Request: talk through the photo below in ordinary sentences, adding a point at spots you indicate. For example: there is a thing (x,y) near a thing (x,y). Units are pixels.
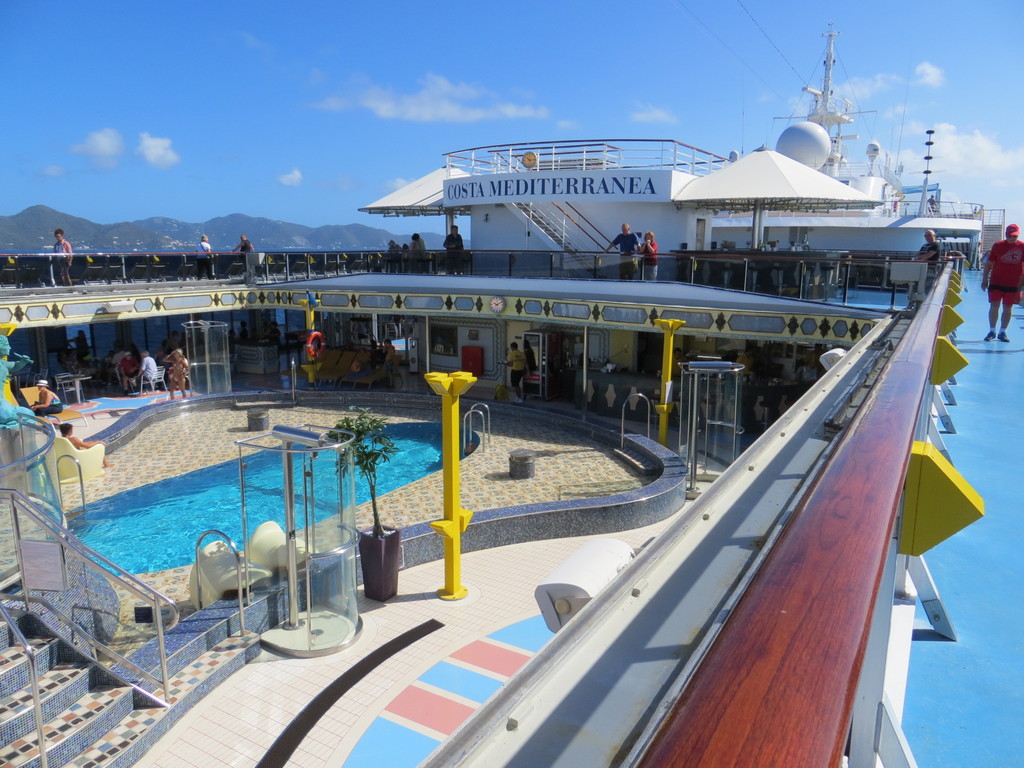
In this image there is a ship (458,534). On the ship (550,417) there are a few people (179,359) standing and walking on the path (970,310), in front of them there is a railing (782,281) and there are a few people (79,361) sitting on the chair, in front of them there is a table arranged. At the center of the image (406,472) there is a swimming pool (362,490) and there is a plant pot (391,552), there are few yellow poles (447,476) and some glass structures (354,472) around the pool (126,491). On the bottom left side of the image (31,713) there are stairs (57,658) and in the background (196,204) there are mountains (296,235) and the sky (359,110).
